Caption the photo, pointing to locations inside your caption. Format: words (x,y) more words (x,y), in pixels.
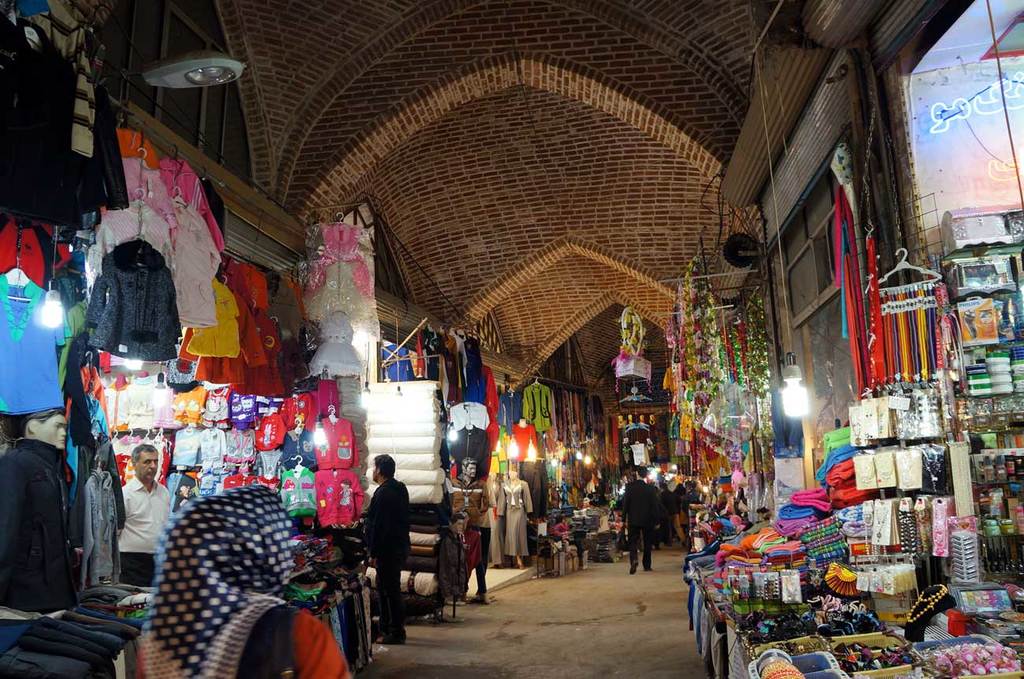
In the foreground of this image (598,612), there is a path (596,612). On the right (843,646), there are many objects (875,529) in the shop (849,549) and a light (795,393) hanging. On the bottom (258,589), there is a woman (269,581). On the left (131,470), there is a shop (137,423) with clothes (207,392) hanging and a man (158,491) standing in the shop (142,442). In the background (475,476), there are many shops (519,444), light (455,434) and objects (496,418) hanging. On the top (497,90), there are arches (392,201).
